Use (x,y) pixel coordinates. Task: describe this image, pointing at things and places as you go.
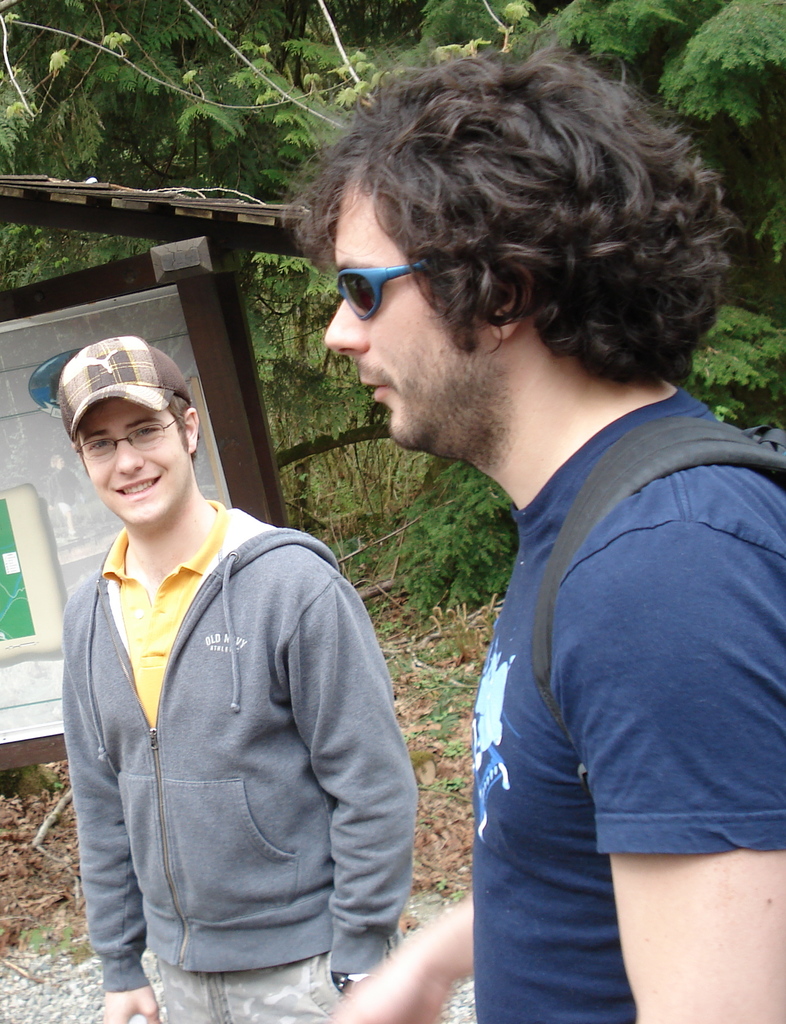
There is a person (590,345) in navy blue color t-shirt (571,666) standing and speaking and there is another person (232,541) who is in gray color coat (174,800) standing on the ground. In the background (191,297), there is a hoarding (169,294) attached to the poles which are on the ground (451,754), there are trees (396,23) and there is grass (455,697) on the ground (429,676).
